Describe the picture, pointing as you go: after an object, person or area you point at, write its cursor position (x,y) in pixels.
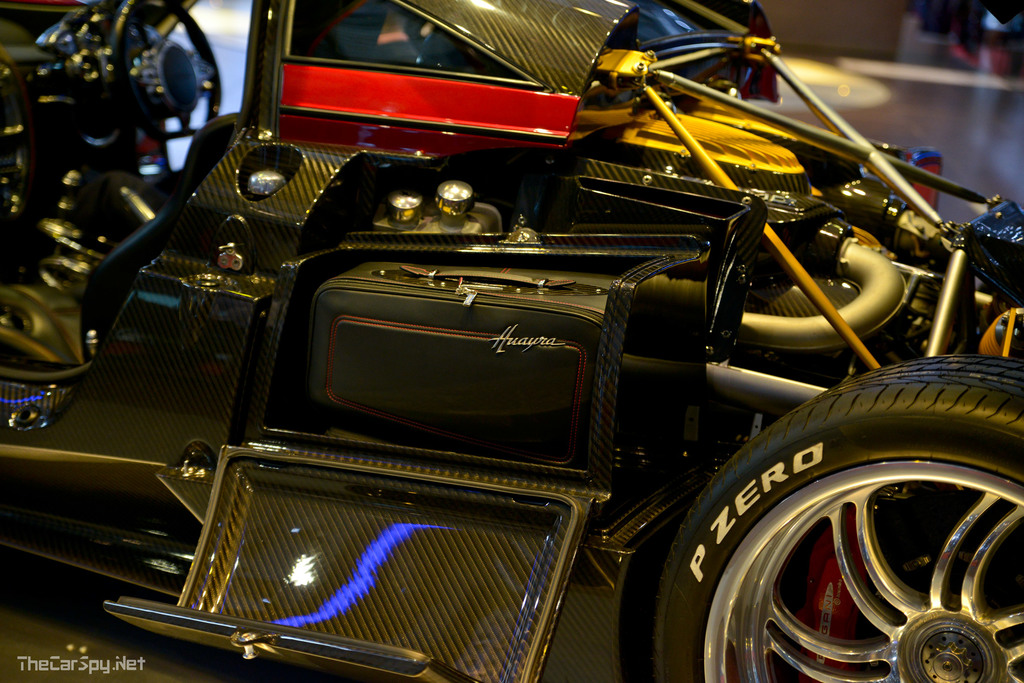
In this image, in the right side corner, we can see a tyre (948,383). In the middle of the image (513,238), we can see some vehicles (659,215) and metal instruments (908,269).
